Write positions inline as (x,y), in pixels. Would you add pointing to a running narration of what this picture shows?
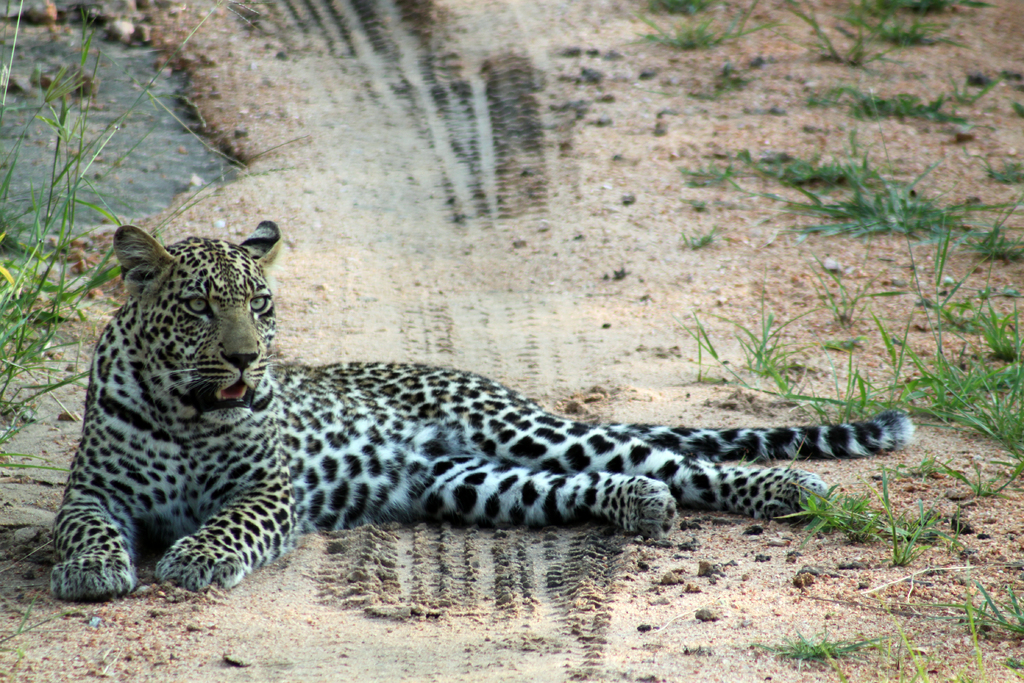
In this image, we can see leopard (534,451) is laying on the ground (558,643). In this image, we can see grass (4,395) and plants (776,162).
